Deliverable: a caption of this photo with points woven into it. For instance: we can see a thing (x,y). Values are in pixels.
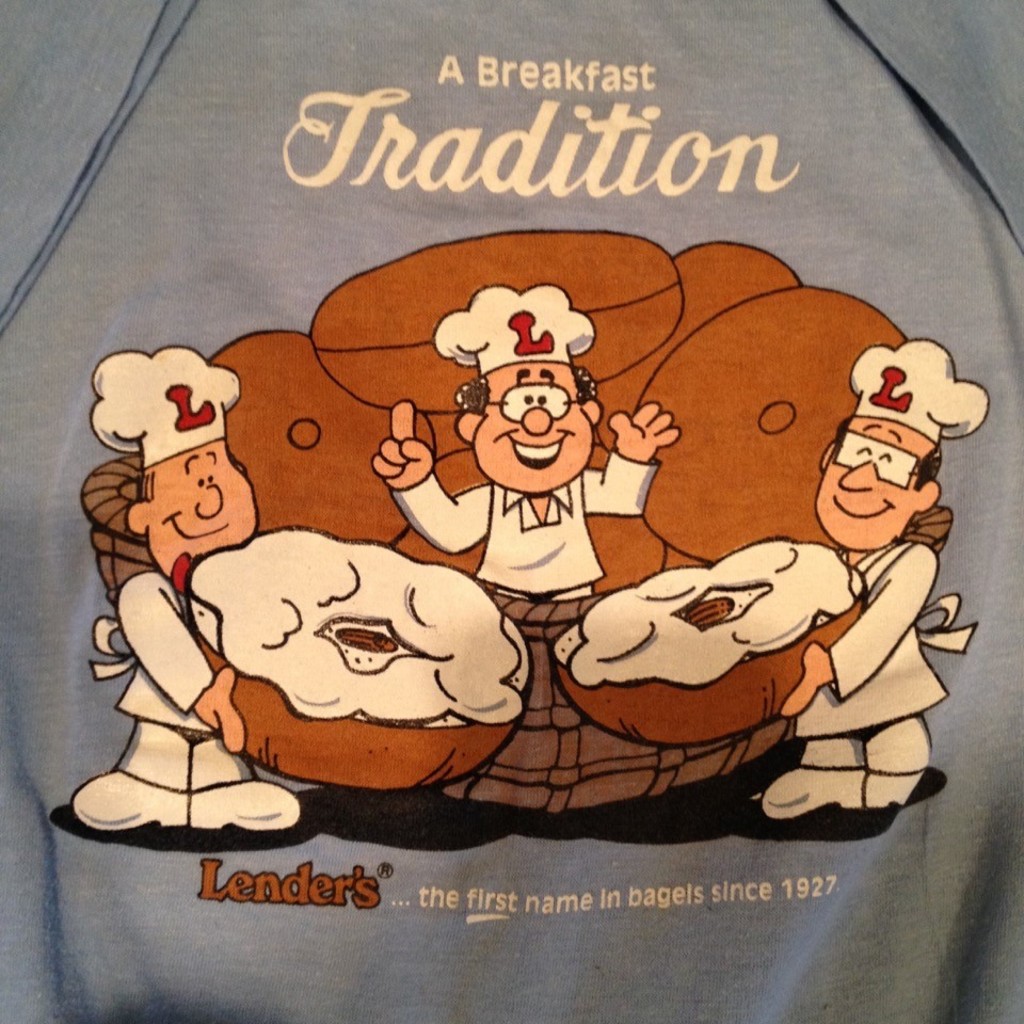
There is a cartoon image of chefs (918,482) holding bagels (318,671) and some matter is written on a cloth (623,756).
